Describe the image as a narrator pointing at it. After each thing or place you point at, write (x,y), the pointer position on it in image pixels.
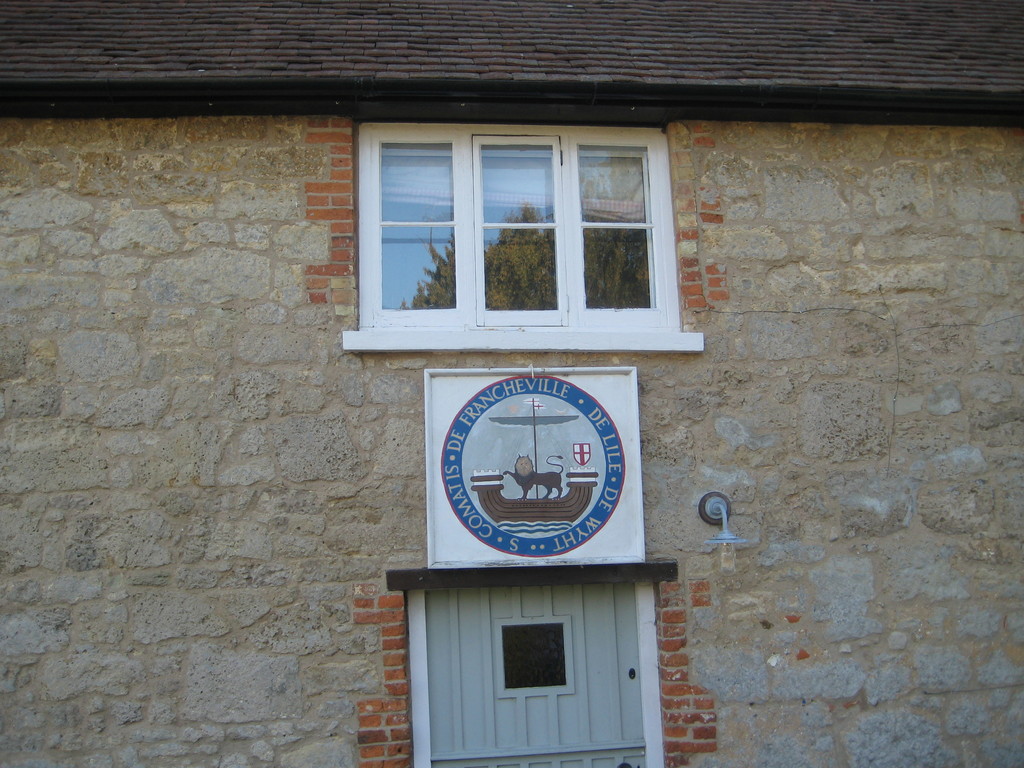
In this picture we can see a brick wall (245,515) and to the wall (726,582) there is a window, door (528,645), board (502,436) and a light (710,503).
